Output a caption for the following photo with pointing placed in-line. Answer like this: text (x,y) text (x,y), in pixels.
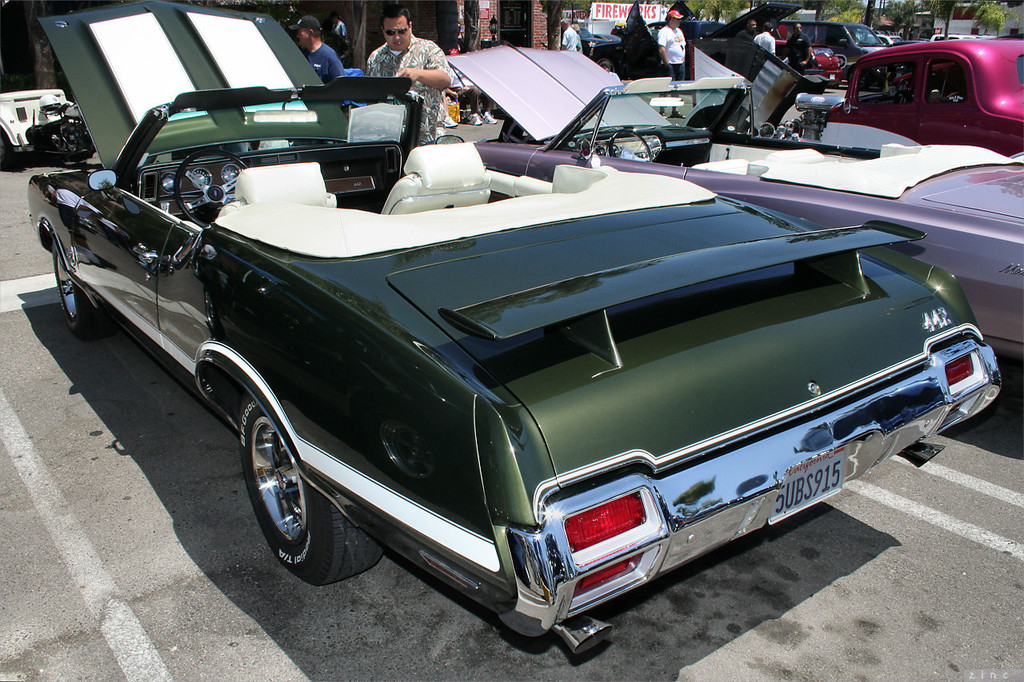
In this picture, we see cars (731,370) parked on the road (131,357). Behind them, there are people (455,110) standing on the road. There are many trees (978,14) and a building (535,14) in the background (518,44). We see a white board (609,7) with some text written on it. This picture is clicked outside the city.
